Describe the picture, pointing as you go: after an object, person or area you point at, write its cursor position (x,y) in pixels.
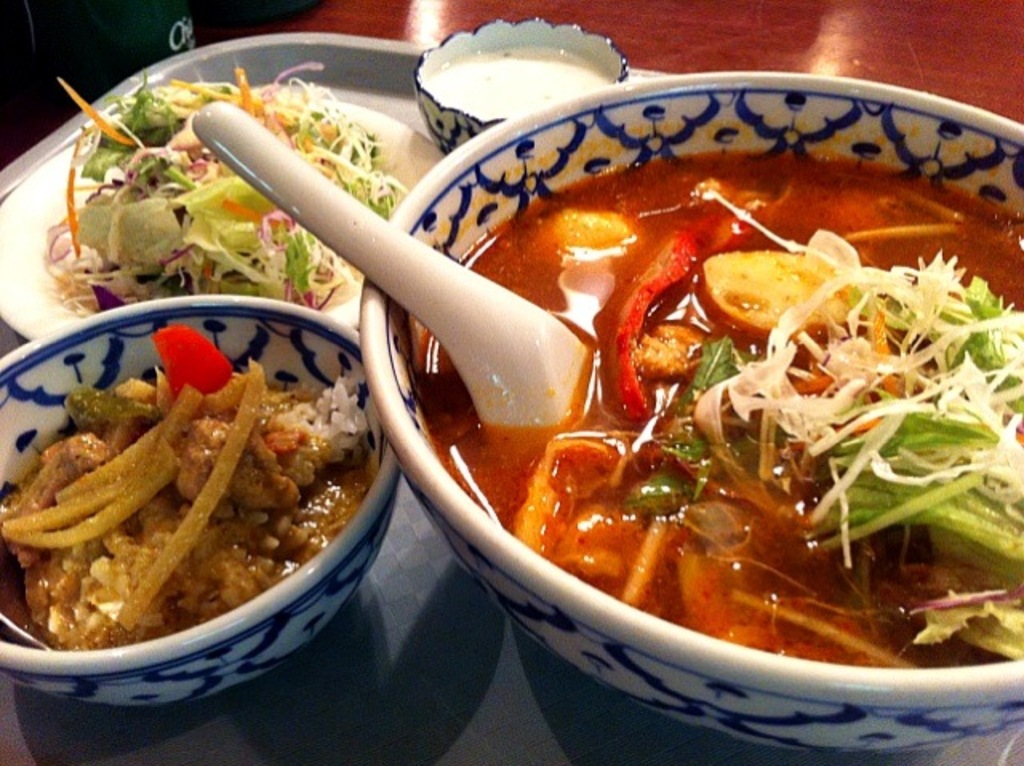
Above the tray (396,56) we can see plate (36,245), bowls (442,52), spoon (432,252) and food (606,286). At the top of the image (739,31) it is in brown color.
